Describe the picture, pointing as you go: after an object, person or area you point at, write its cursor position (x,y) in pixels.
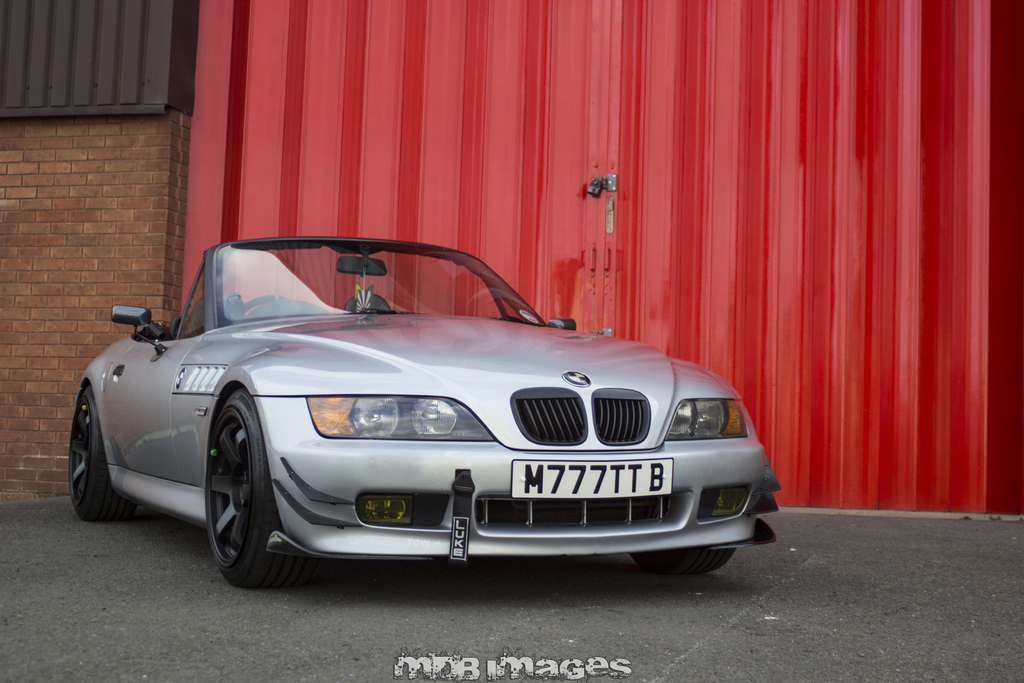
In this image, we can see a car (334,311) in front of the gate (588,179). There is a wall (80,276) on the left side of the image (42,305). There is a text (507,658) at the bottom of the image (520,655).
